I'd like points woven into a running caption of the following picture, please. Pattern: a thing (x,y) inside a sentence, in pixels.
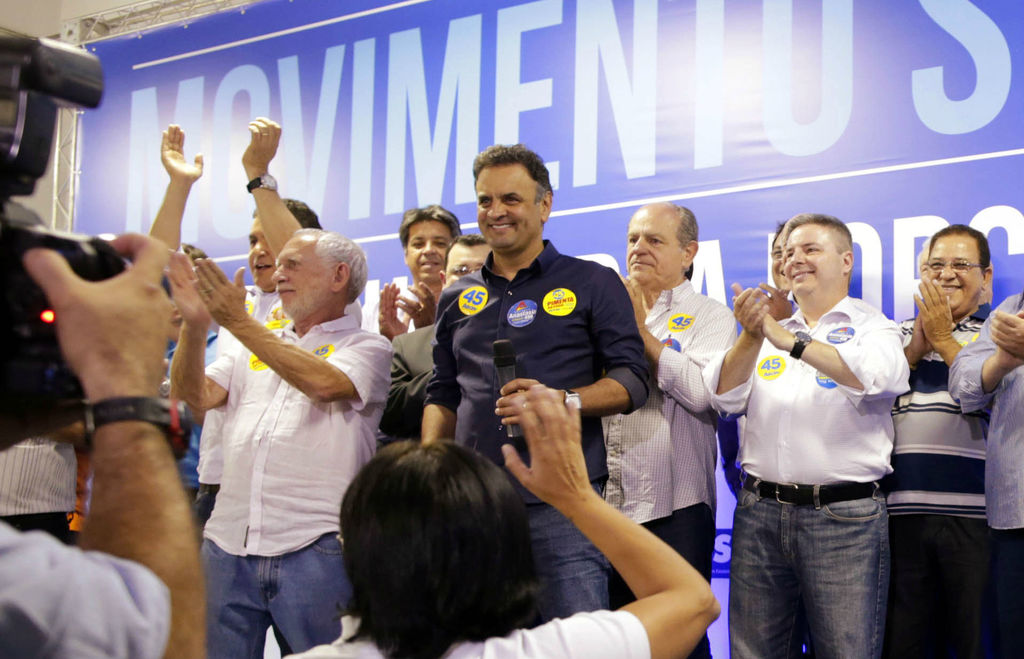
In the foreground (356,276) I can see a crowd (330,391) is standing on the stage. In the left (168,531) I can see a person (173,550) is holding a camera (14,254) in hand (103,397). In the background (279,20) I can see a board (271,67) and a wall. This image is taken may be on the stage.
